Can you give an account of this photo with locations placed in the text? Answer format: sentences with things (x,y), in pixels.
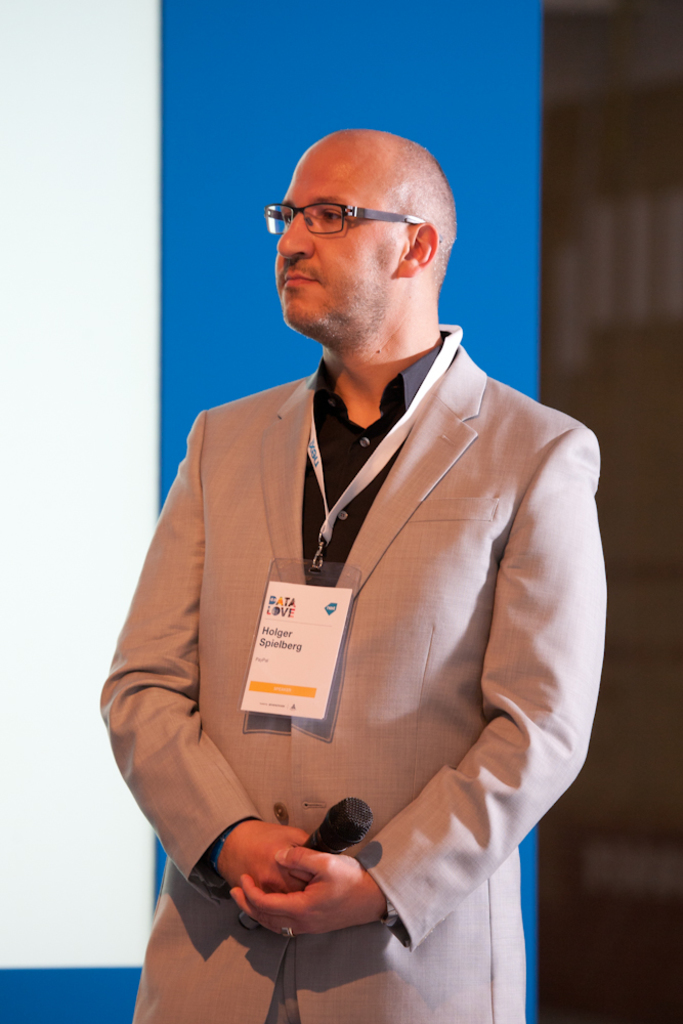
This image is taken indoors. In the background (247,228) there is a wall (368,115). In the middle of the image (443,353) a man (254,421) is standing and he is holding a mic (306,846) in his hands (306,857).
